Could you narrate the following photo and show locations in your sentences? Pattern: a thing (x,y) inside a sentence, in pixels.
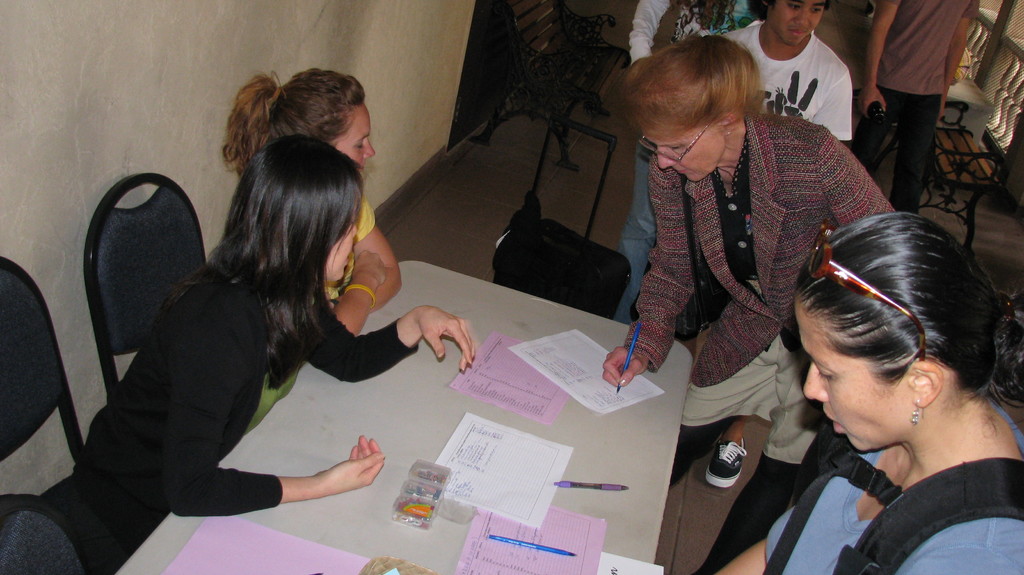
This picture seems to be clicked inside the room (310,542). On the left (275,373) we can see the two persons (295,324) sitting on the chairs (138,295). On the right (764,353) we can see the group of persons (926,342) and we can see a person (762,236) standing, holding a pen (624,370) and seems to be writing something on the paper (569,369), we can see the papers (522,516), pens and some objects (438,495) are placed on the top of the table (431,409). In the background (565,242) we can see the wall (388,40), benches (968,147), railing (989,16), bag (555,230) and some other objects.
